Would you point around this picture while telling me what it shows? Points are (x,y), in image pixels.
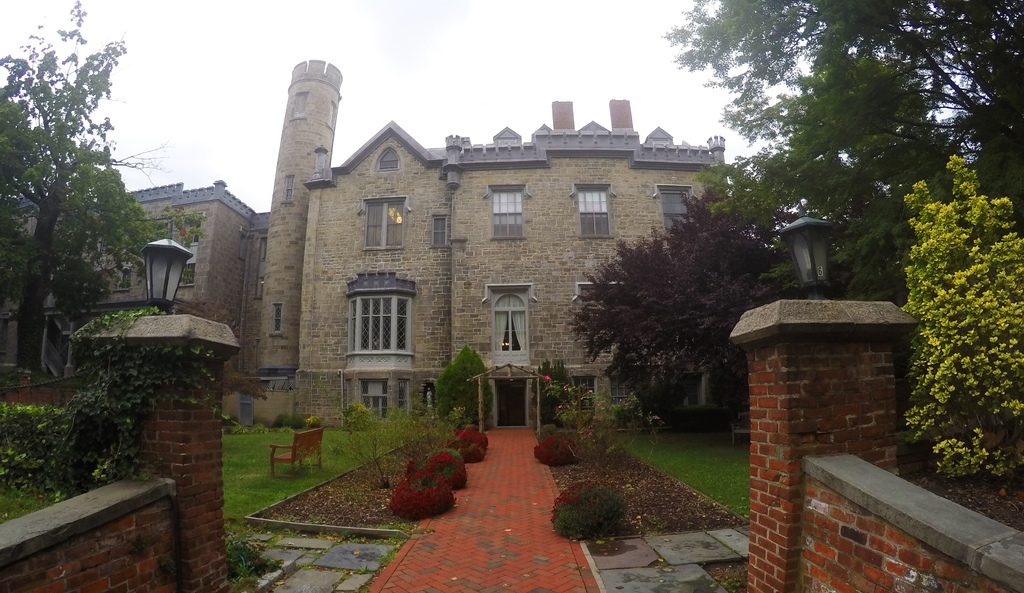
There is a building (476,321), these are trees (873,150), this is bench (296,438) and a sky (439,107).
